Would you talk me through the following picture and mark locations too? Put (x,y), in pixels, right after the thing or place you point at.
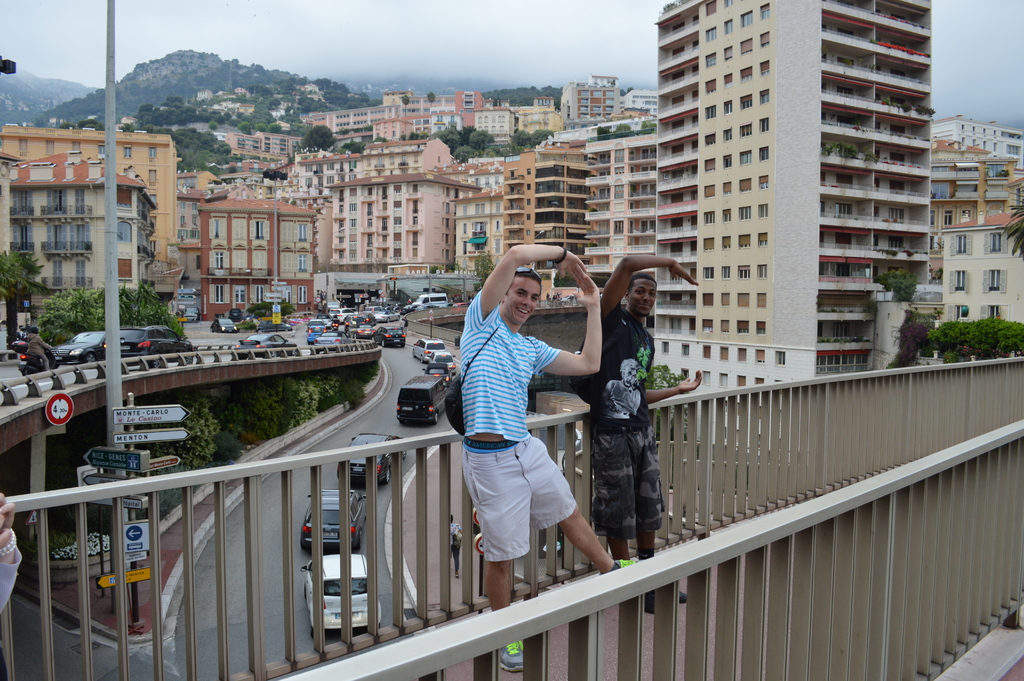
In the foreground of the picture (586,472) there are two men (592,425), hand railing (828,561) and walkway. In the center of the picture (528,228) there are buildings (243,215), cars (268,330), roads (327,441), poles (274,264), sign boards (161,461), trees (528,147) and other objects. In the background (188,75) there are hills (6,91), trees (274,81) and fog (530,76).
